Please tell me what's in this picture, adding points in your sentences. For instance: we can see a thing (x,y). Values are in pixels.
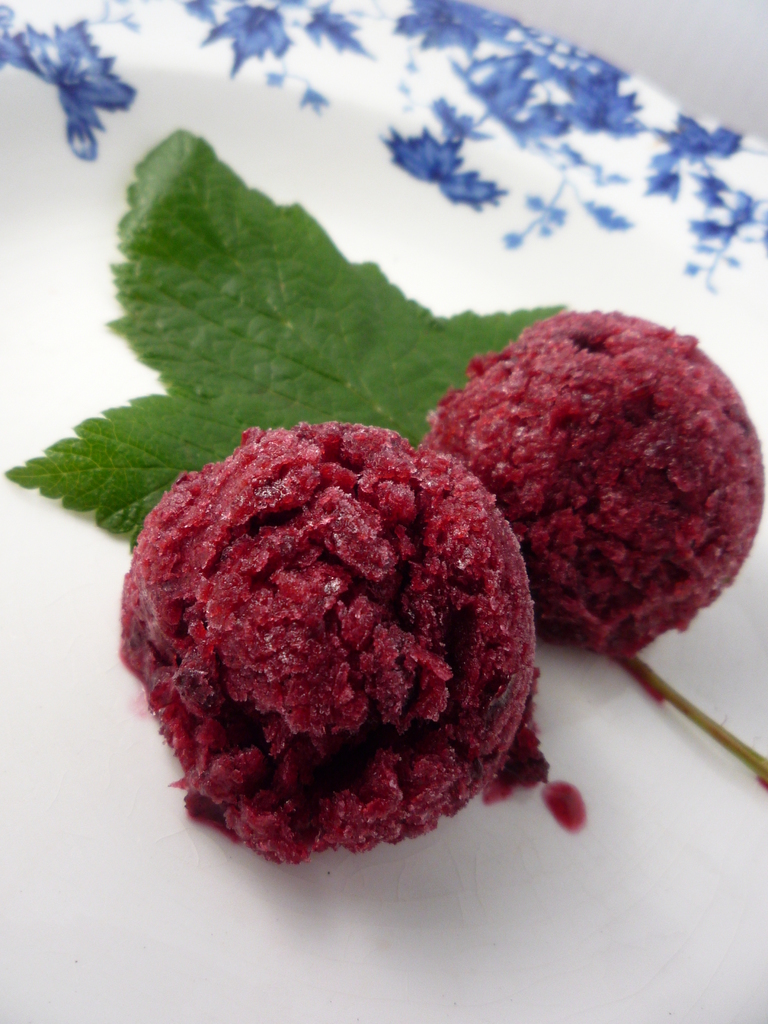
In this picture we can see a leaf (208,254) and food items (478,357) on a white plate (95,228).
